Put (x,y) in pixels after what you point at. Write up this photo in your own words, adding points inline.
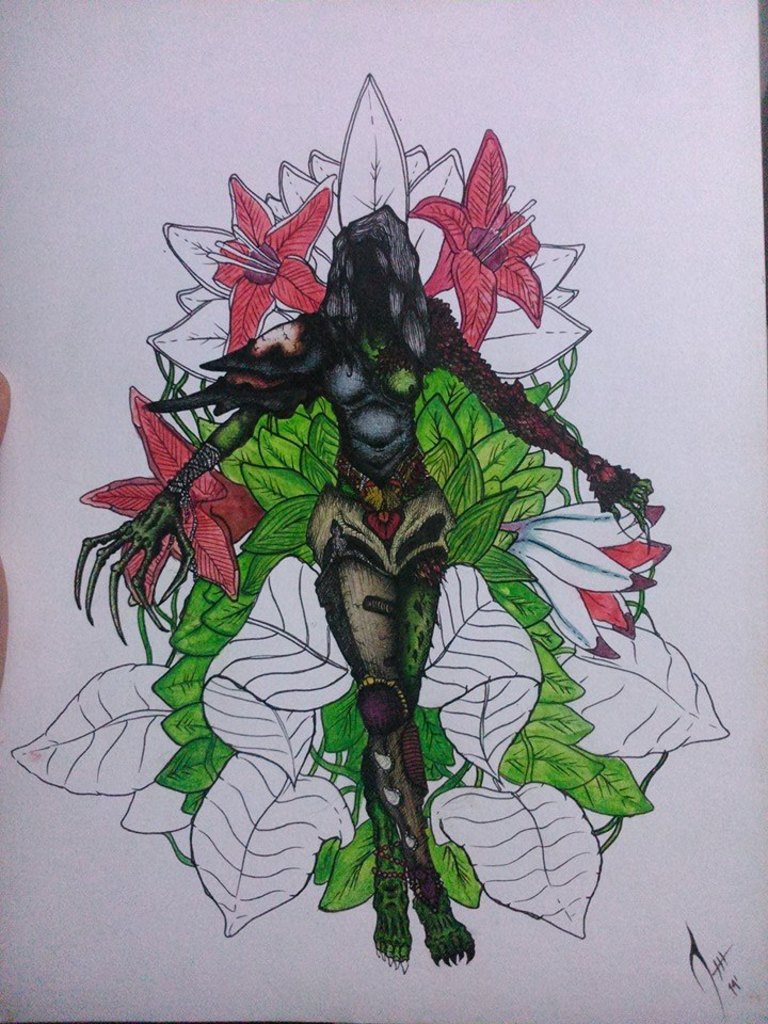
In this image I can see white color paper (86,377) and on it I can see a drawing (150,552). I can see color of this drawing (244,555) is green, black and orange.
